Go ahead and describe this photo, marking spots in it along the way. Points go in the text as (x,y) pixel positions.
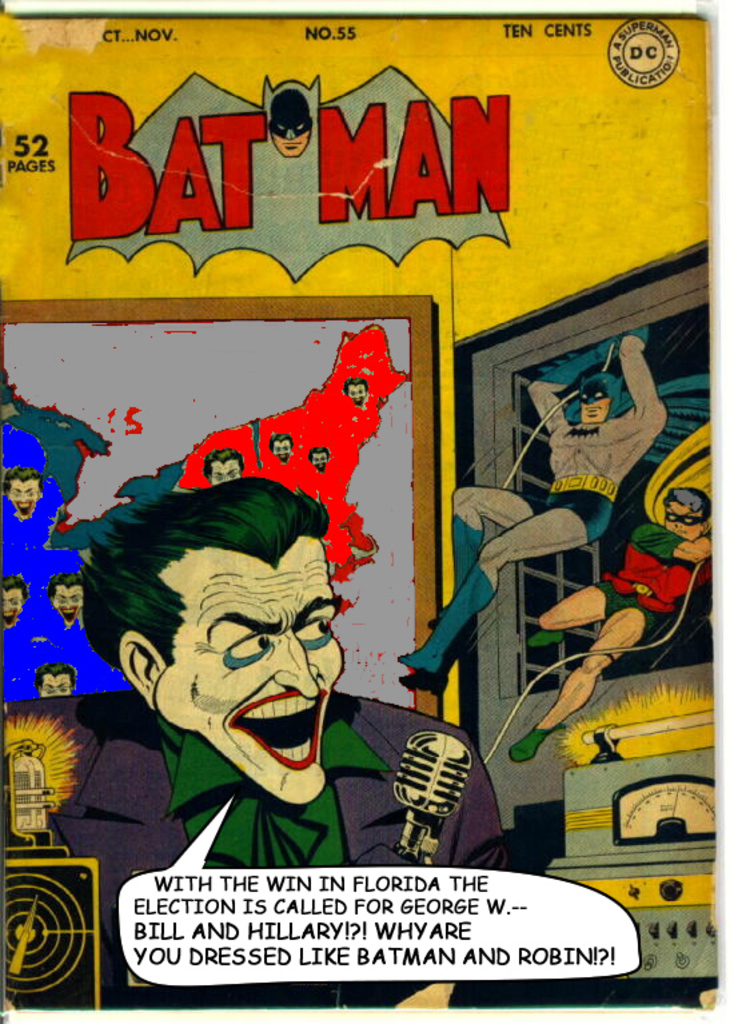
This is a poster (343,538) and here we can see people (291,632), mics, boards (231,363), and some objects (19,794). There is some text (120,190) and a logo (397,166).
